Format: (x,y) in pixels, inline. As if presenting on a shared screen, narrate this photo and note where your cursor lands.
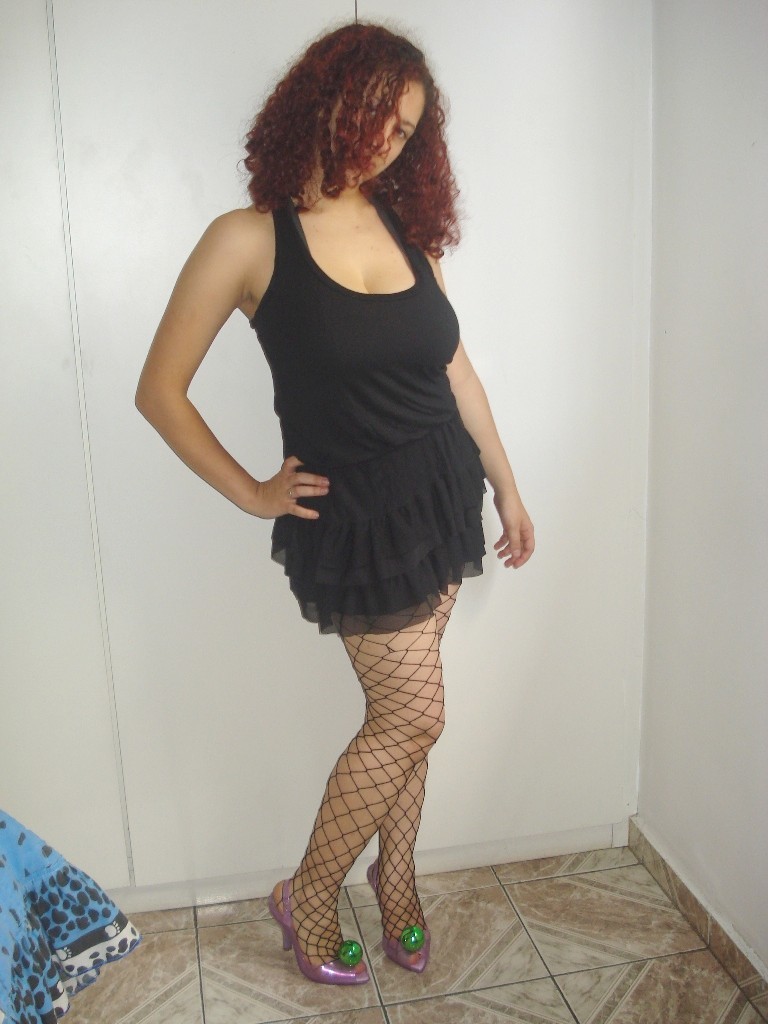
There is a lady (383,389) wearing a black dress (412,511). In the background (206,376) there is a wall (659,434). On the left corner (79,928) there is a blue and black color cloth (67,954).
